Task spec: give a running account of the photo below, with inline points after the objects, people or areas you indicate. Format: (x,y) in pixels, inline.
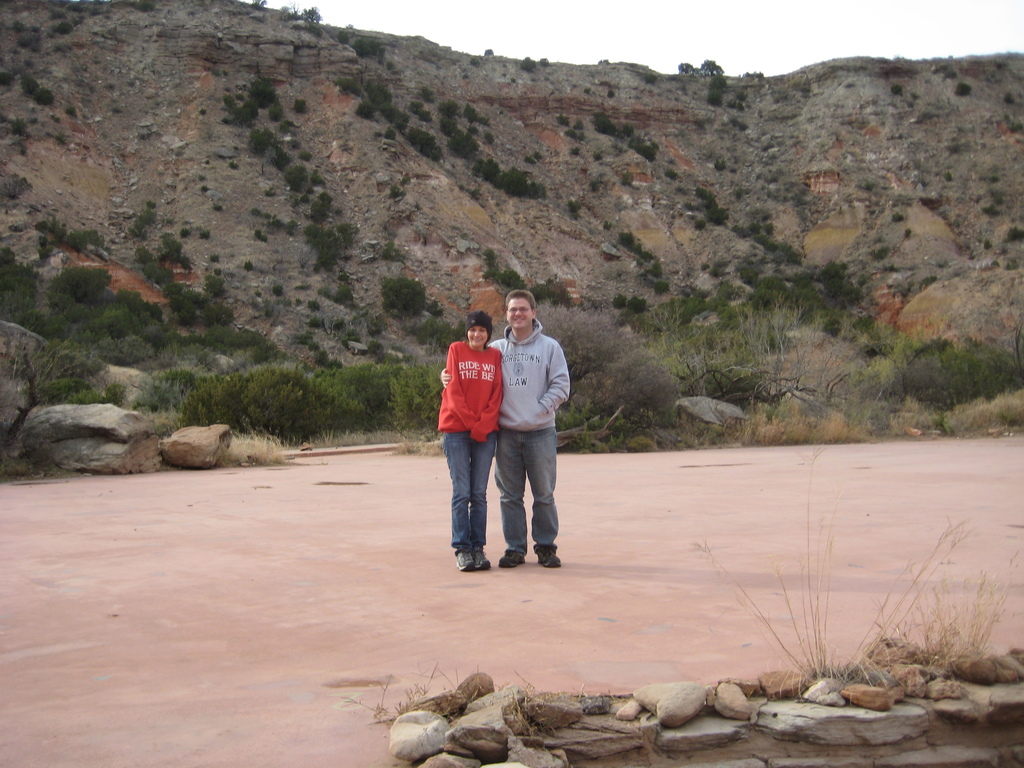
In this image we can see a man (508,386) and a woman (466,400) standing on the land (323,566) and smiling. In the background (374,148) we can see the hill (583,205). We can also see the trees (668,345) and also the grass (803,429) and some rocks (92,448) and stones (786,684). We can also see the sky (746,21).
